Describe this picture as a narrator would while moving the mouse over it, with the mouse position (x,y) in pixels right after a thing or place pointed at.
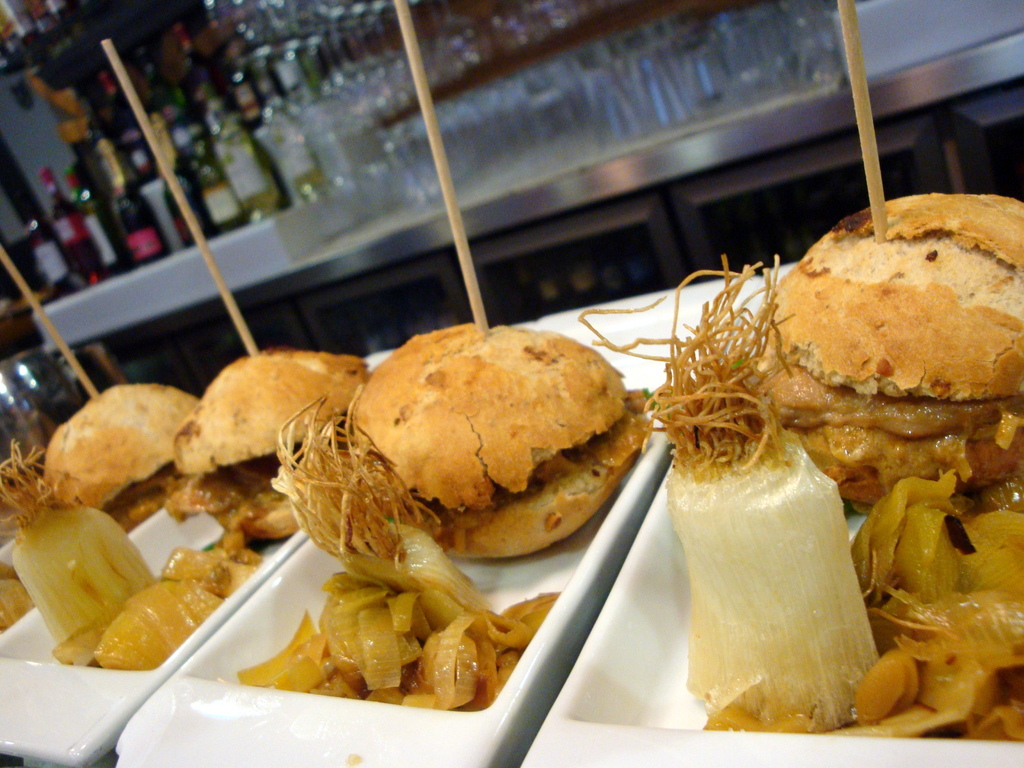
On these white plates (686,656) there are burgers (865,412) and food (231,524). Background (10,44) it is blur. On this table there are bottles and glasses (748,61). On these burgers (253,366) there are sticks (118,63).
